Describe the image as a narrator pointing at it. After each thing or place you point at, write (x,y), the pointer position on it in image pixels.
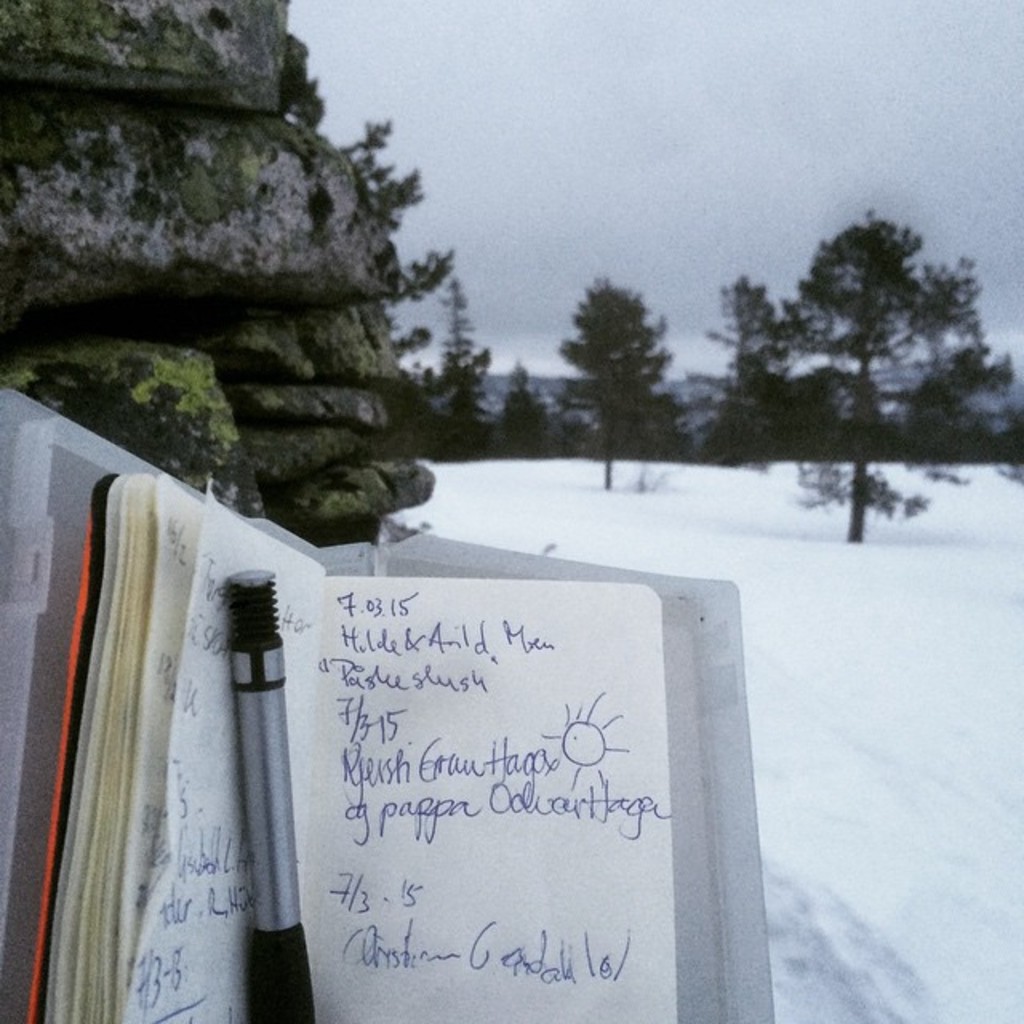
In this image in the foreground (255,779) there is one book (146,815), and in the book (187,789) there is some text (508,642) and also there is one pen (268,762). In the background (340,316) there are some trees (502,428) and some rocks (336,451), at the bottom (851,834) there is snow (851,834).
